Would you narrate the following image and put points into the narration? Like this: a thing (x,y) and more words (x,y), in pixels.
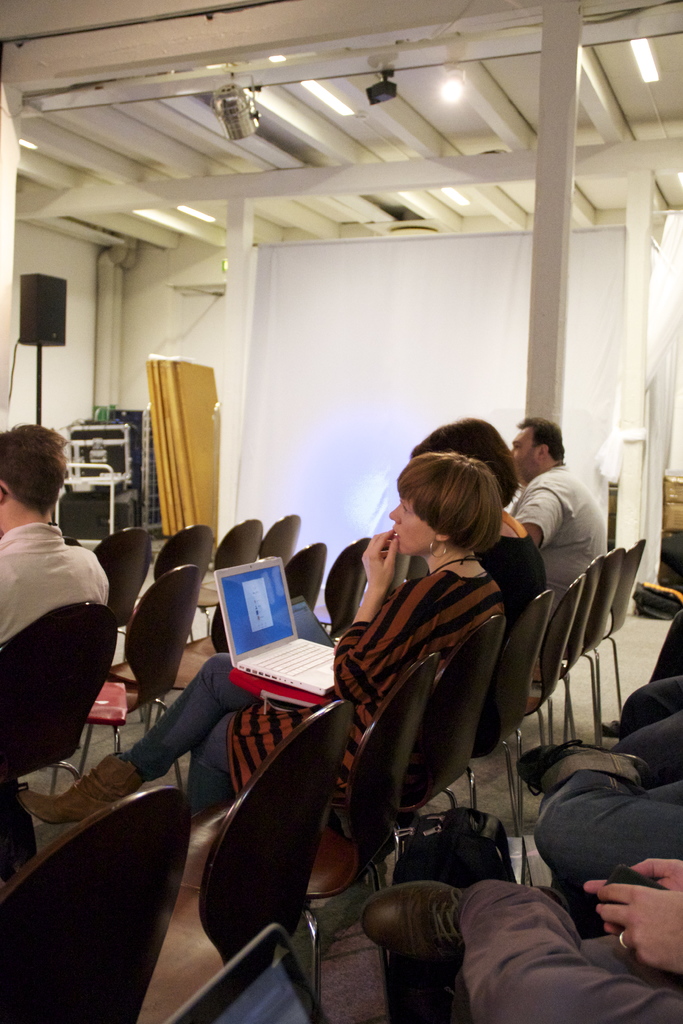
In this image I can see a woman (387,659) sitting on a chair (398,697) holding laptop (283,658) on her lap (277,722). I can see many other people (603,753) at the right corner of the image (624,815) sitting and at the left corner of the image (59,599) I can see another person (38,598) sitting on the chair (37,716). This is a wooden pillar (558,291). This is a rooftop (324,76) where lamp (238,118) is attached. I can see a speaker (35,309) with a stand (36,378) and here there are some objects (144,437) which are placed at a corner of the room (144,367). I think these are the pipe lines (111,305). This is a white cloth (462,348) which is hanged.
